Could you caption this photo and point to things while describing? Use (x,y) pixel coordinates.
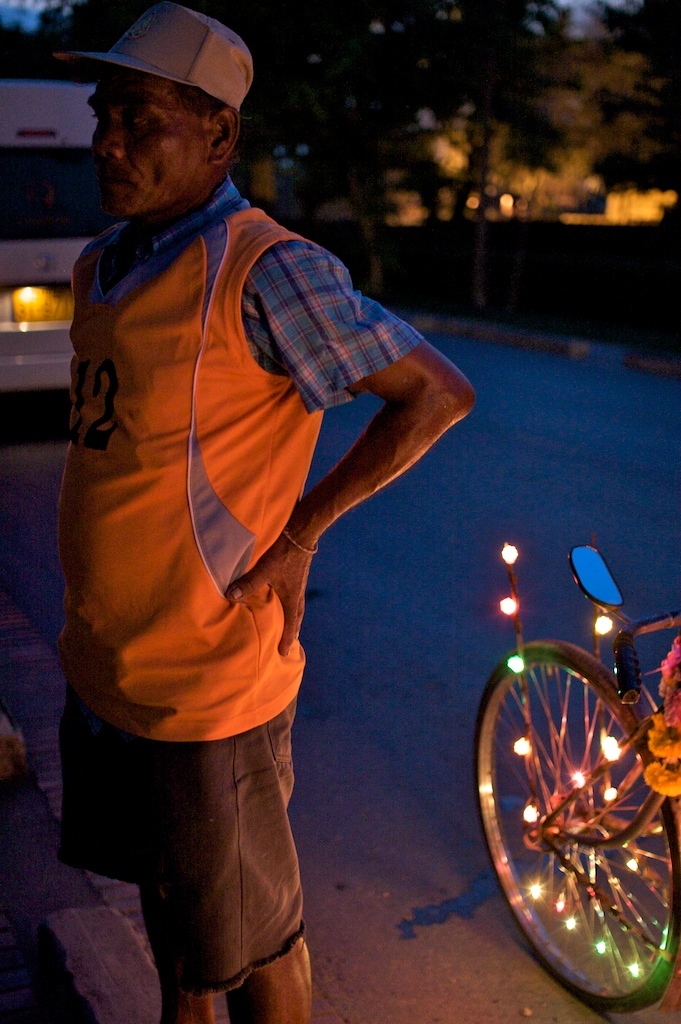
This image consists of a man (204,472) wearing an orange T-shirt (224,642). On the right (613,763), we can see a wheel (610,785) along with the light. In the background (32,243), there is a car (55,201) and the trees (421,208). At the bottom (303,768), there is a road (427,1010).
